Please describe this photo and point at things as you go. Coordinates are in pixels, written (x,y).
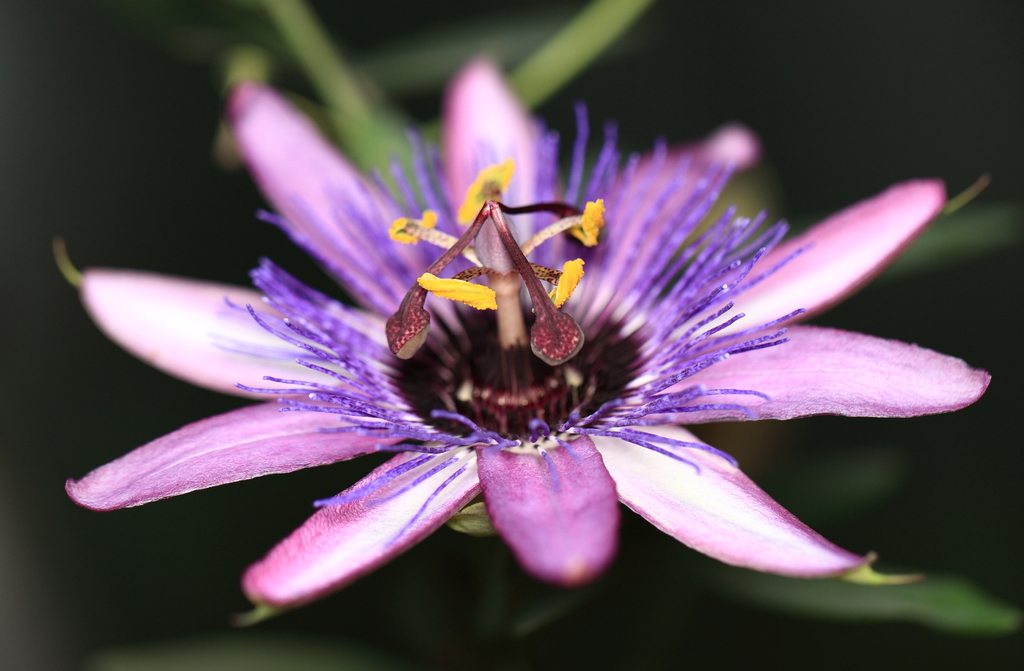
In this image, we can see a flower (474,486). In the background (780,654), there is a blur view.
